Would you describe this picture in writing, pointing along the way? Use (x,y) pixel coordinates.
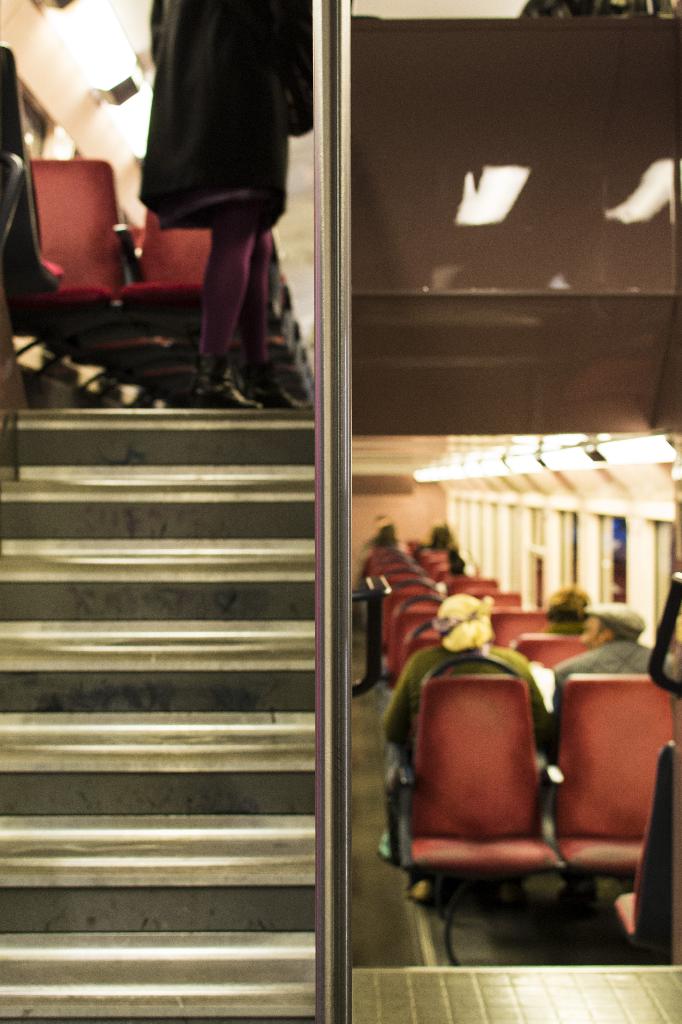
In this picture we can see some people (456,572) sitting on chairs (494,679), on the left side (171,854) there are stairs (196,570), we can see a person (260,176) standing here, in the background (501,472) we can see lights (487,465).
